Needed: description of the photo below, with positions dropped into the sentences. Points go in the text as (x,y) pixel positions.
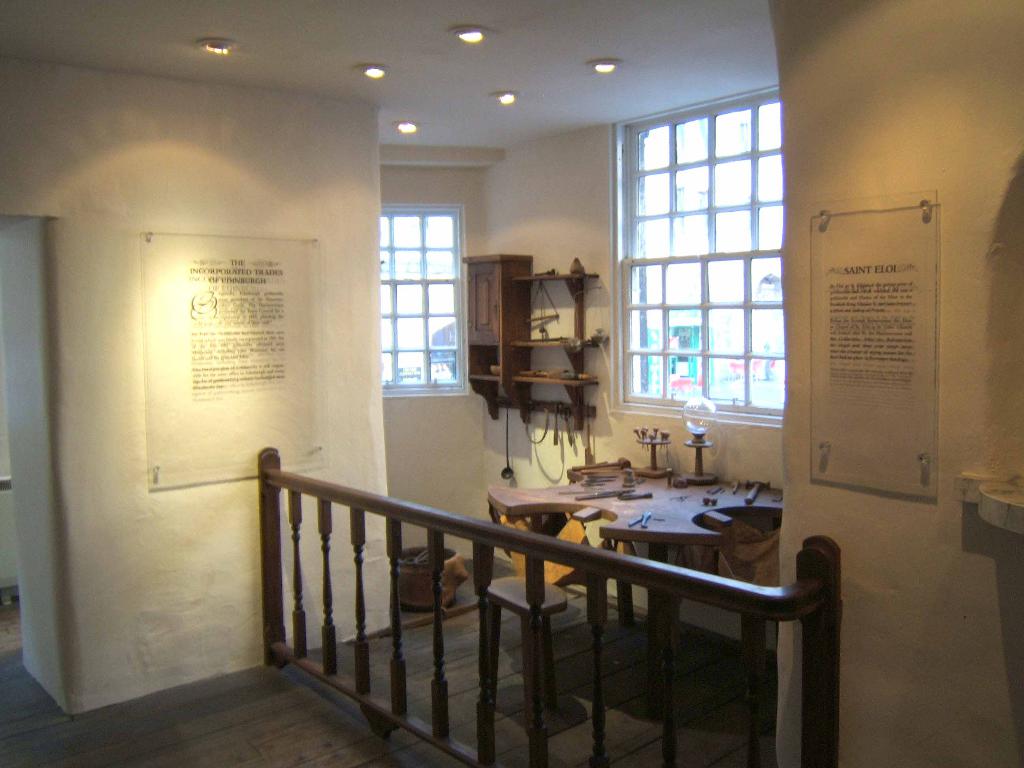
In this picture we can see baluster (538,698) and behind the baluster (359,578) there is a table (581,503) and on the table (566,497) there are some objects (579,471). Behind the table (556,508) there is the wall (373,278) with windows (420,280), boards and it looks like the racks (494,332). At the top (225,43) there are ceiling lights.
